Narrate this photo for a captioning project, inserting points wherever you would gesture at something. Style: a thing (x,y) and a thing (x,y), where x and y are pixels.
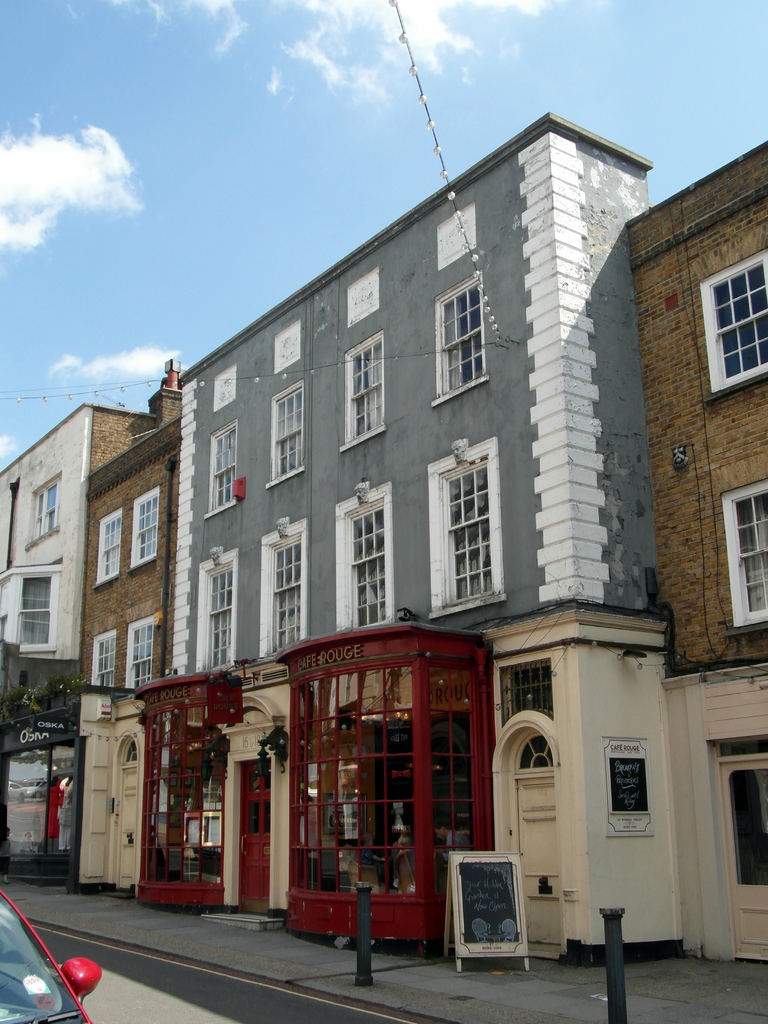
In this image there are some buildings (272,542) in the middle of this image (387,573). There is a sky (266,58) on the top of this image (227,126). There is a car (83,993) on the road (116,957) as we can see in the bottom left corner of this image (102,954).
